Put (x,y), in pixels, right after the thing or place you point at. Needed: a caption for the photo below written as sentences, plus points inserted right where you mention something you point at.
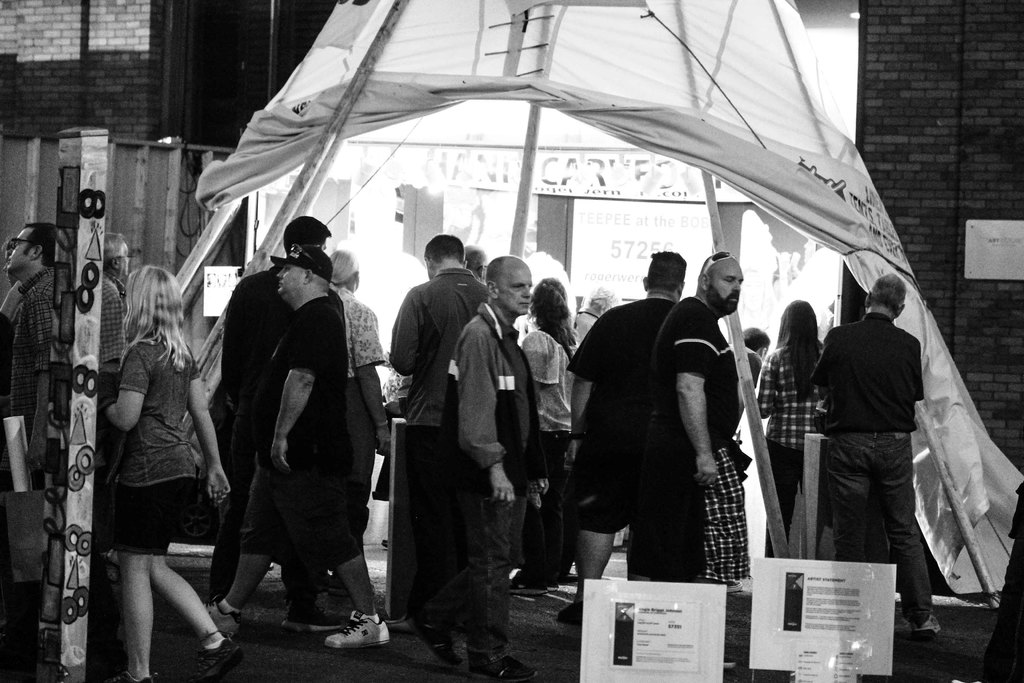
This picture seems to be clicked outside. In the foreground (591,641) we can see there are many number of items (770,633) seems to be placed on the ground (470,677). In the center (382,454) we can see the group of persons (681,413) seems to be walking on the ground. In the background (652,108) we can see the tent (673,111), wooden poles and the brick wall (927,95) of the building (862,146) and some other items (639,187).
